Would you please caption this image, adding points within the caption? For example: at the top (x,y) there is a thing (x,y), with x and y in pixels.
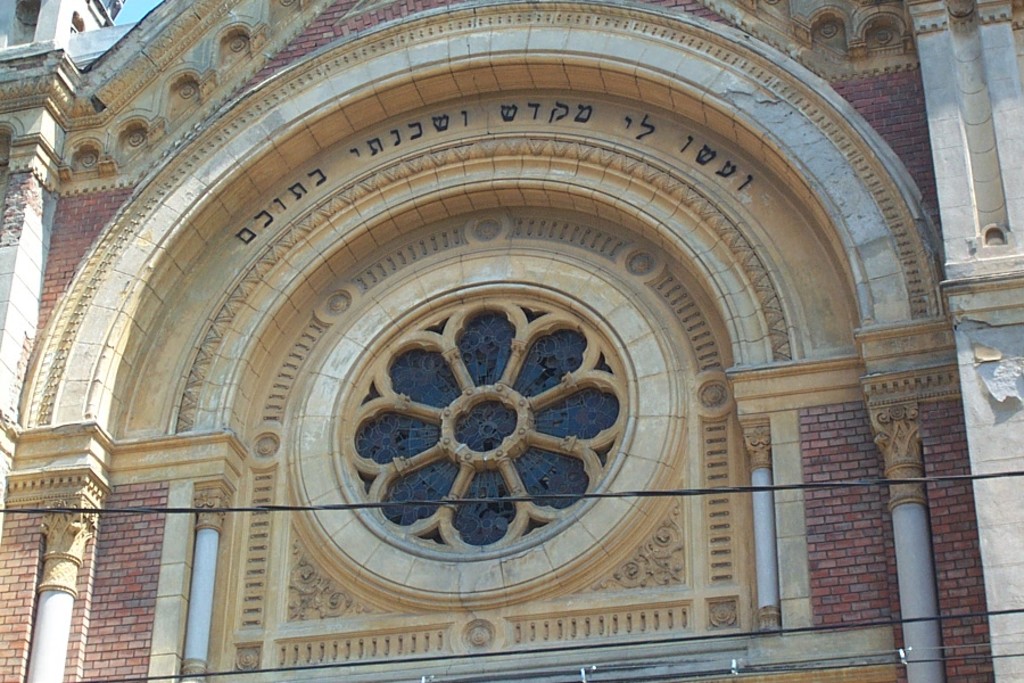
In this image there is a building (555,235) having pillars (757,479) and few sculptures (306,594) on the wall (233,278).
